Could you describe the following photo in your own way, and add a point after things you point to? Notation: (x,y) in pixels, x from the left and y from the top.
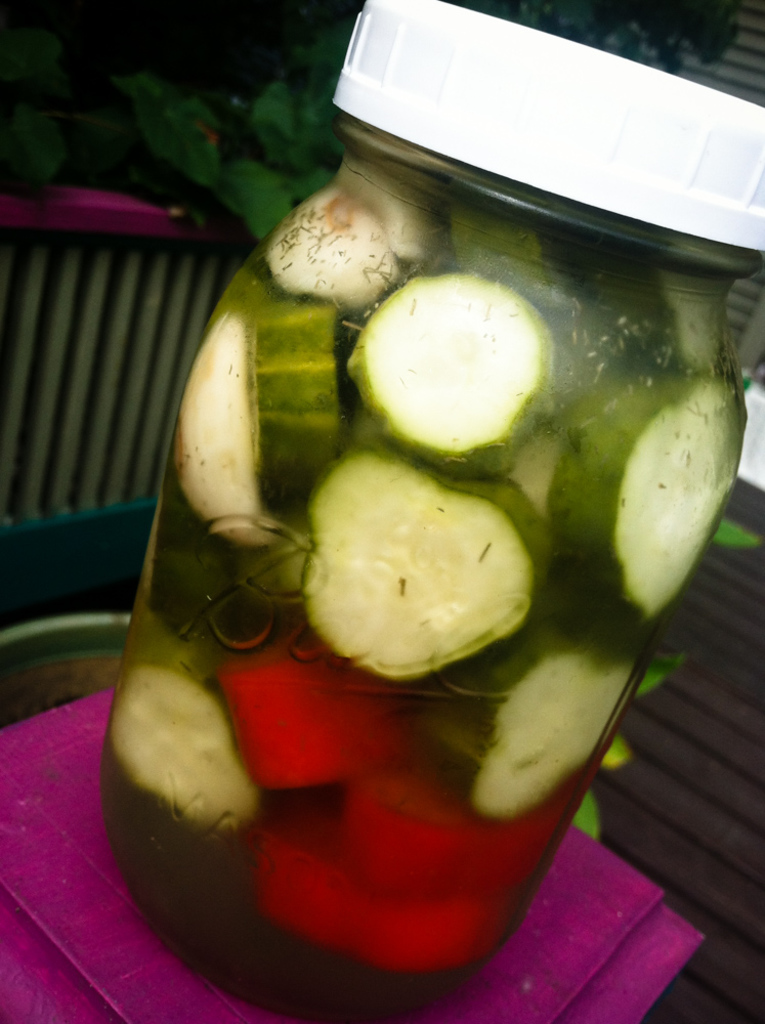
In this image, I can see a glass jar (260,945), which contains few chopped vegetables (361,608). At the bottom of the image (79,851), I think this is a stool (218,1010), which is pink in color. In the background (206,95), I can see the trees (207,143) and few other objects (127,292). On the right side of the image (714,778), It looks like a wooden table (707,854).
